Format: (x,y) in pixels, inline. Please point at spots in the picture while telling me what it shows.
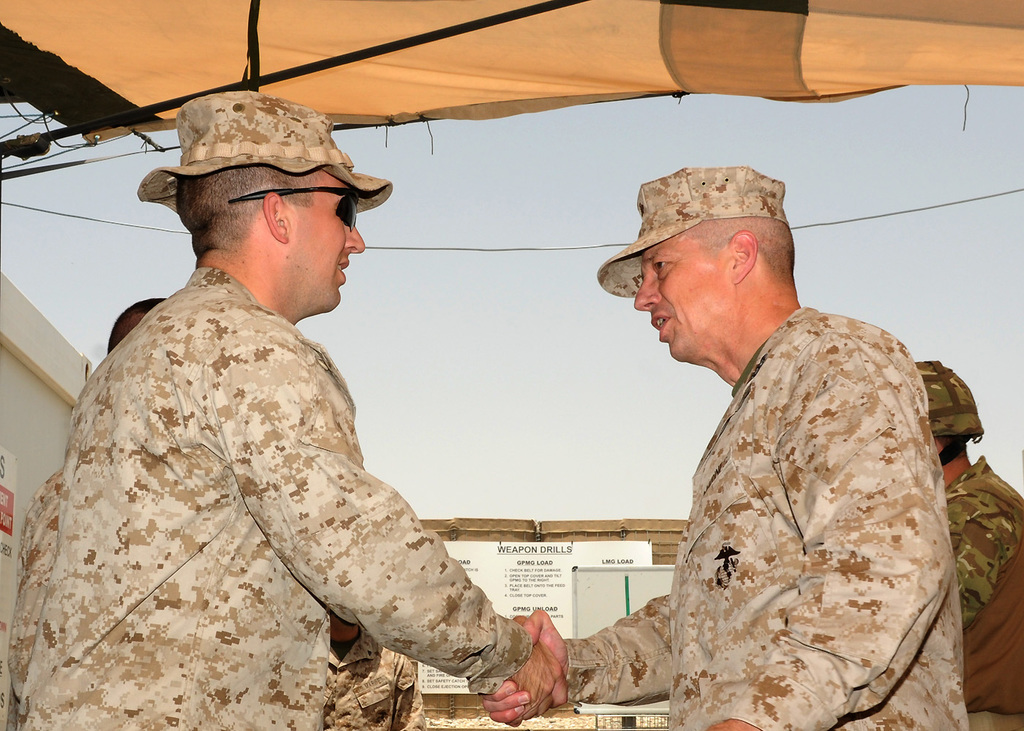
In this image we can see few people (714,609) are standing. There is a tent (507,56), a white board (578,579) and display board (556,557) in the image. Some stick bill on the wall (51,408) at the left side of the image (11,517).
